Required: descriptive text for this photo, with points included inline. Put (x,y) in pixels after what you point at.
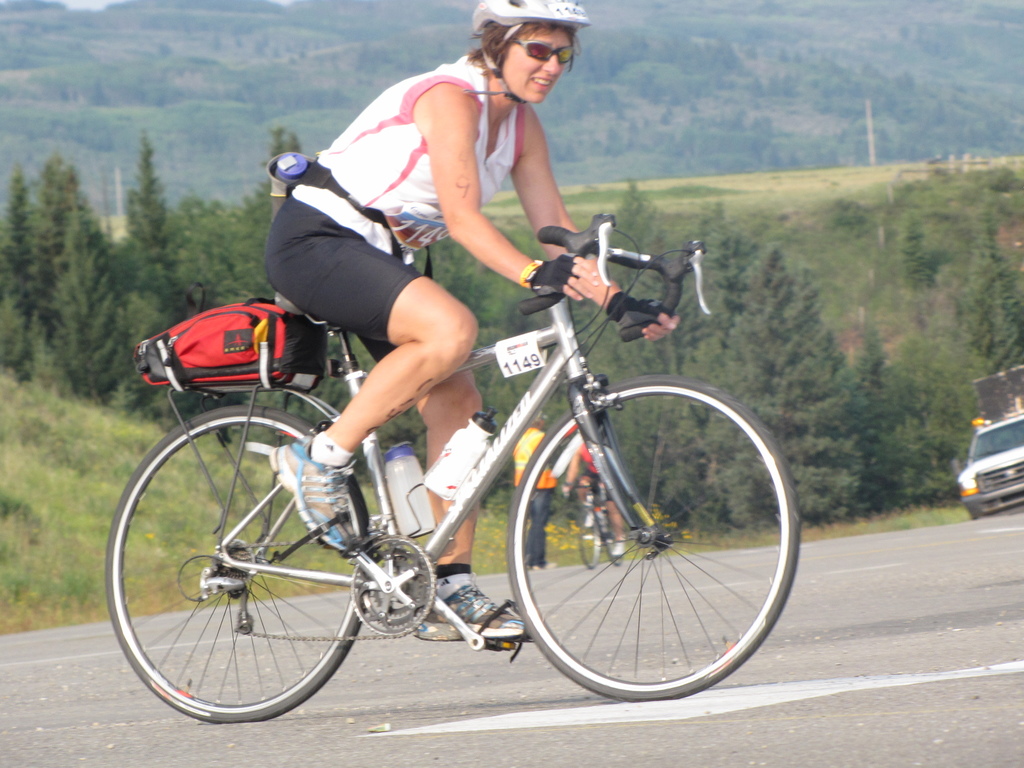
There is a cycle (266,425) and a woman (349,324) is riding the cycle (400,617) on the road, behind the woman (385,385) there is another cycle (591,490) moving on the road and there is a person (549,489) standing beside that cycle (583,525), and in the background (202,276) there are lot of trees (202,276) and mountains (639,156).
